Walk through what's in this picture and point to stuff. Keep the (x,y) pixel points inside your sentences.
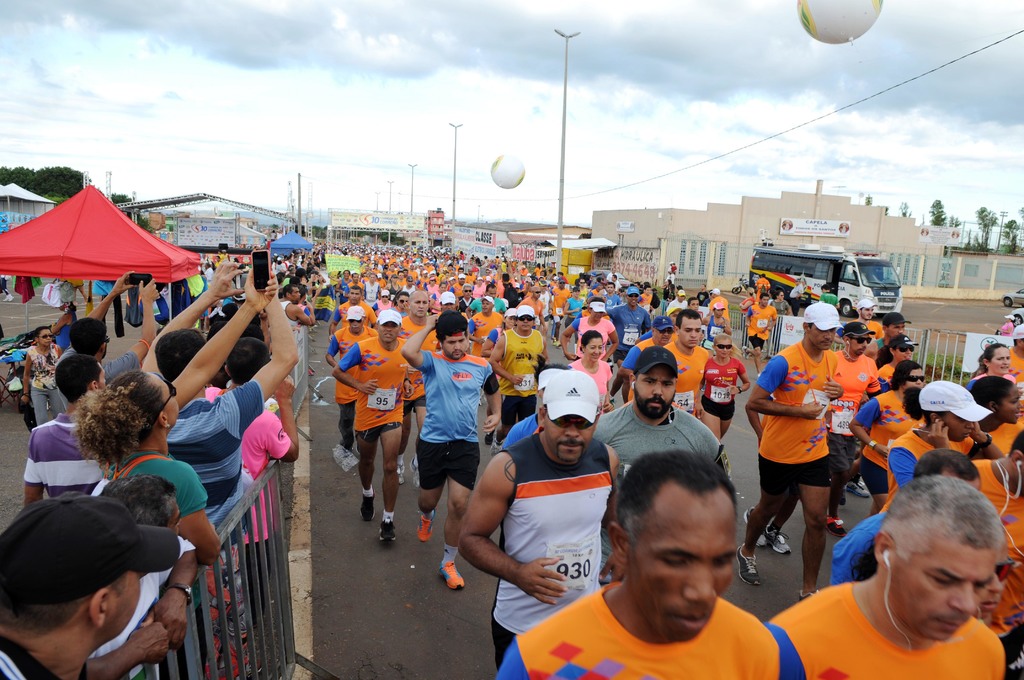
In this image on the right side (698,345) there are persons (570,366) running, there are cars (764,264) and there is a fence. On the left side (155,372) there are persons (154,383) standing and there are tents (108,246) which are red and blue in colour. In the background (118,200) there are buildings (717,233), trees (1017,241) and the sky (619,77) is cloudy and there are poles (563,153) and there are balloons (838,21) in the sky (920,27).
